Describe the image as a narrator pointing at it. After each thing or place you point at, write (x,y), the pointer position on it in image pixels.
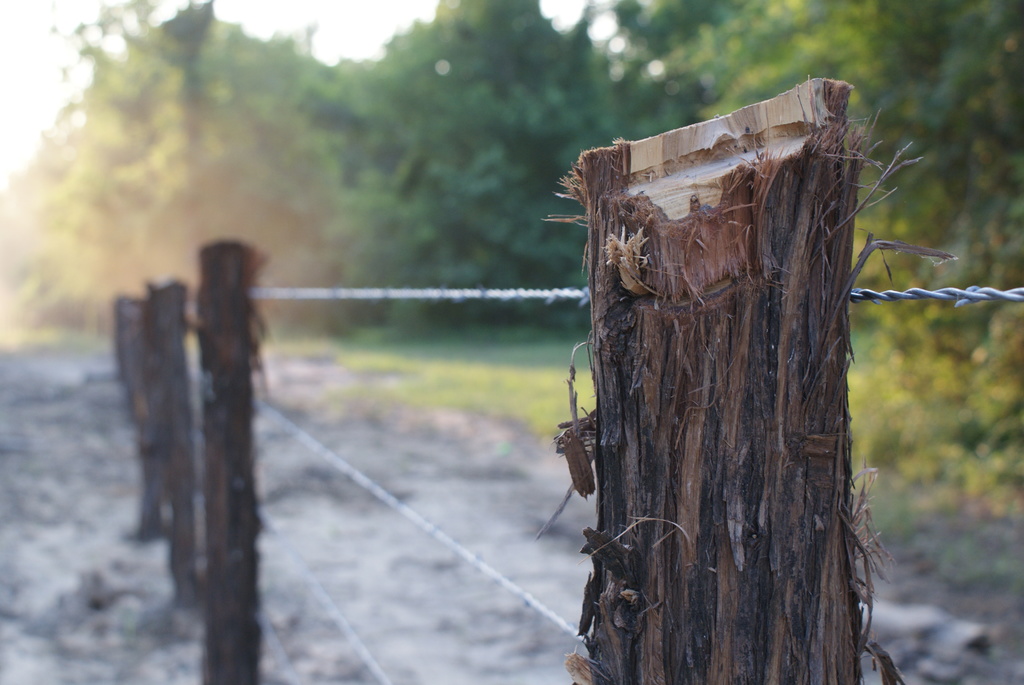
In this image I can see wooden sticks (131,326) visible on the ground (12,510) and I can see fence (184,345) at the top (370,121) I can see the sky (25,86) and trees (164,91).
